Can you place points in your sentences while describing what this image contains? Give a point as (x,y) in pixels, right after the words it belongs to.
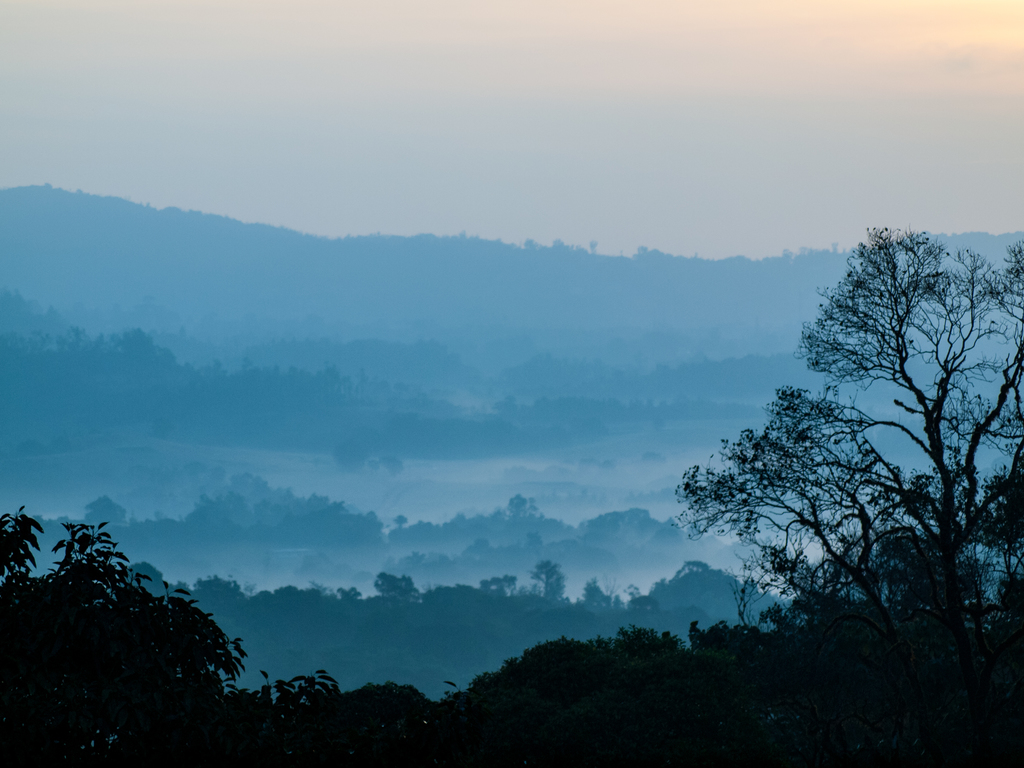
In this picture, we can see the ground (302,442) with trees (855,578), plants (836,728) and the sky (657,177).
